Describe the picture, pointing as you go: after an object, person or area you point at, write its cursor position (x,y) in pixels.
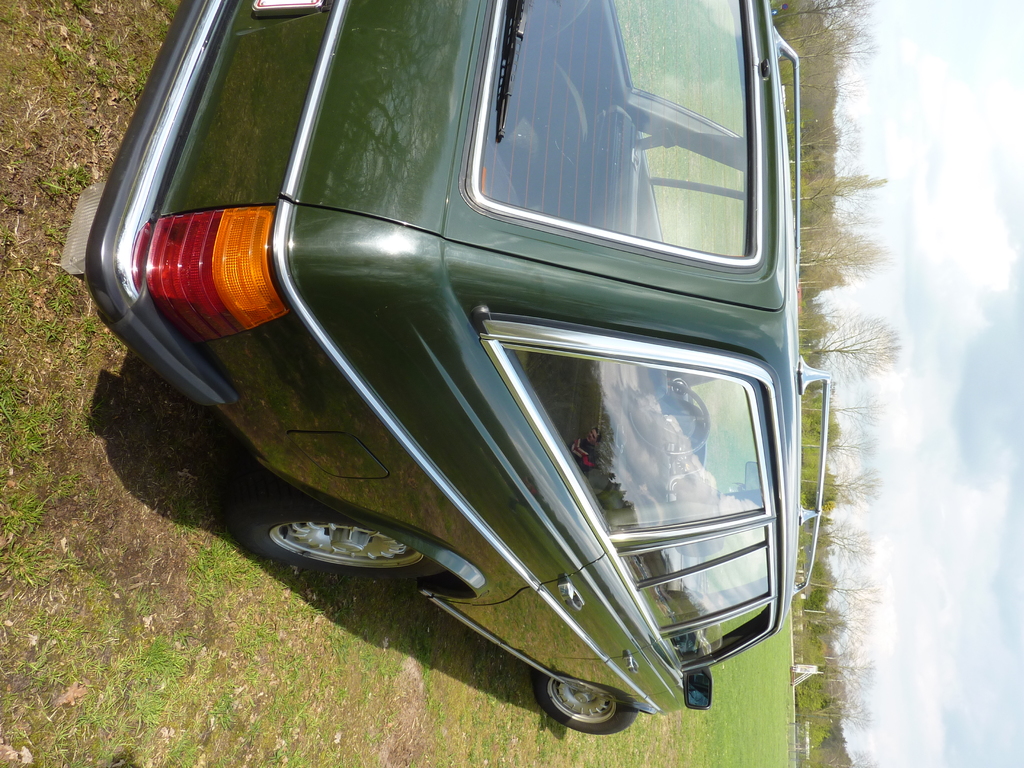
In this image we can see a vehicle (687,432), there are some trees (795,633) and grass (768,706) on the ground (762,705), also we can see the sky (1004,230) with clouds (1004,230).
